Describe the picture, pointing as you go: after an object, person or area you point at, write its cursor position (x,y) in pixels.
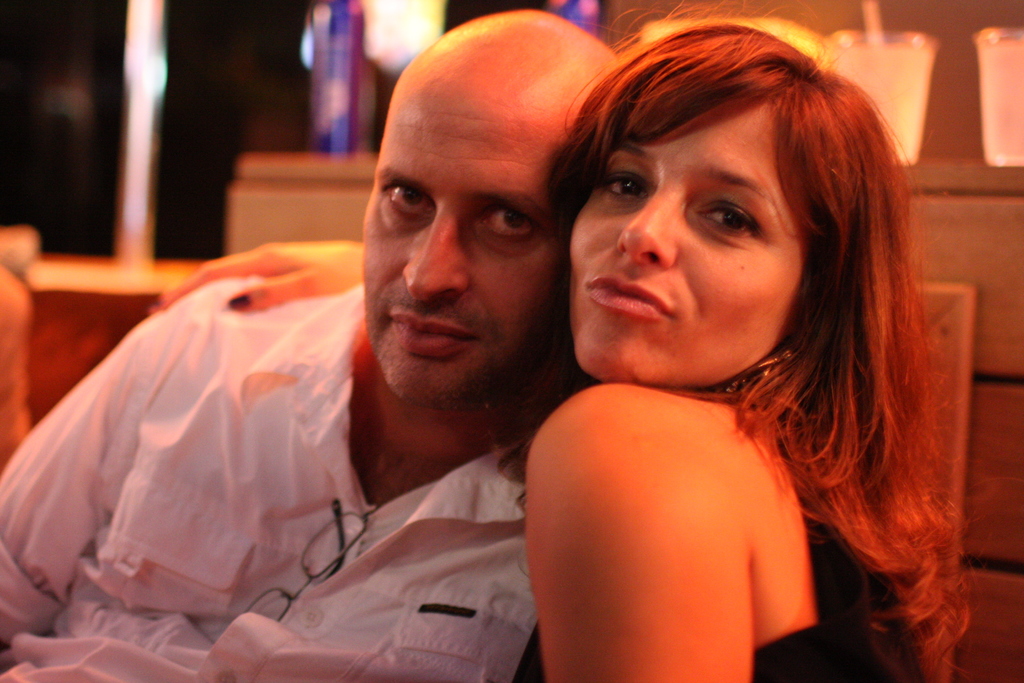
As we can see in the image in the front (375,394) there are two people (424,363) sitting. The woman (690,337) on the right side (817,408) is wearing black color dress (835,601) and the man (456,558) on the left side (265,640) is wearing white color dress (270,522). In the background (965,124) there are glasses (905,95) and the background (890,90) is little blurred.
